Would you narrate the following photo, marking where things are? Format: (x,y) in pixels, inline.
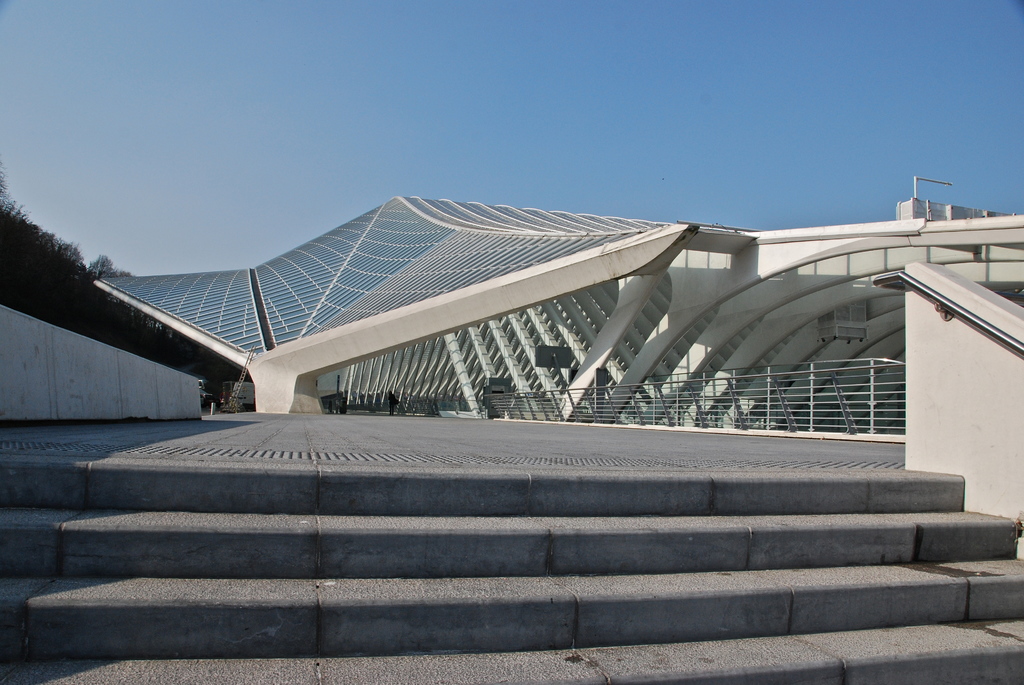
In this picture we can see steps (734,486), fences (785,388), ladder (246,373), building (611,317), trees (23,243) and a person (389,399) on the floor (400,438) and some objects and in the background (523,100) we can see the sky (518,125).
